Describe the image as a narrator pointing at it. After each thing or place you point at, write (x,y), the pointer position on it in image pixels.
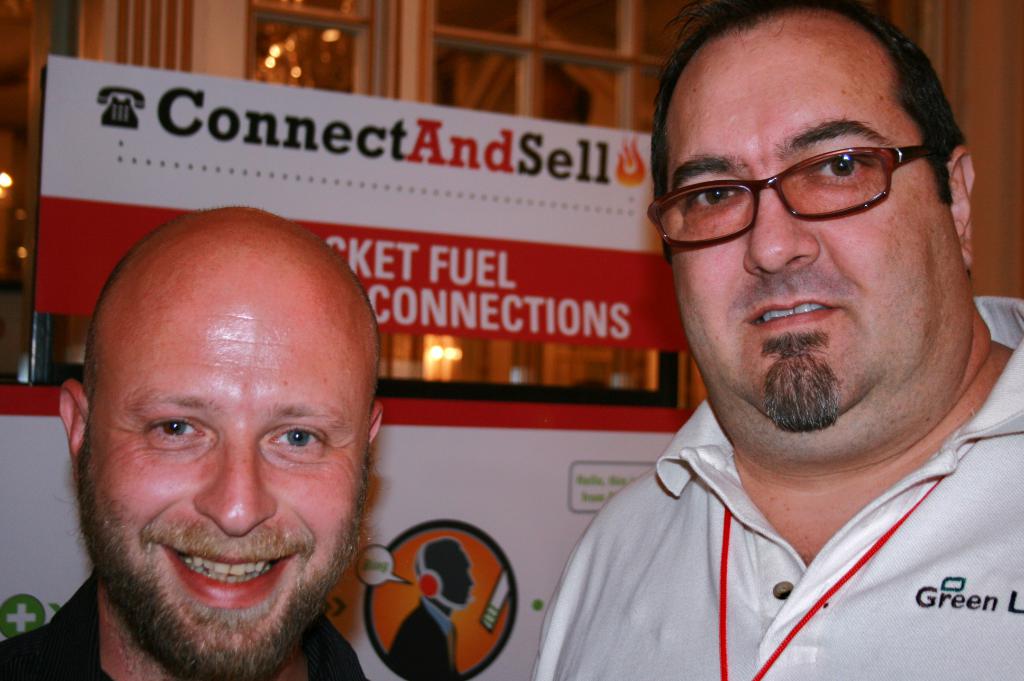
This image is taken indoors. In the background (496,556) there are two boards (496,484) with text (330,142) on them. There is a wall (198,34) and there is a door (465,78). On the left side of the image (216,469) there is a man (193,572) and he is with a smiling face (235,419). On the right side of the image (741,331) there is a man (810,418).
